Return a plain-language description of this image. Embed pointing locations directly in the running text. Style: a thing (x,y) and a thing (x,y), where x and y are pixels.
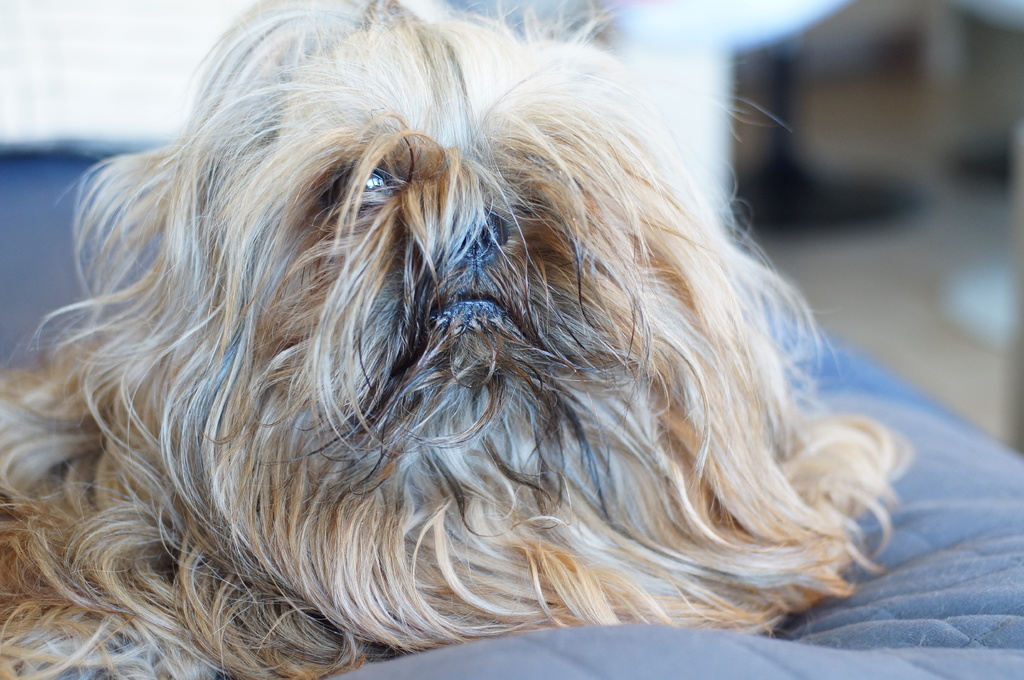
In this image in the foreground (609,280) and there is one dog (547,374), and at the bottom (966,578) there is bed (950,463) and there is a blurry background (974,118).
